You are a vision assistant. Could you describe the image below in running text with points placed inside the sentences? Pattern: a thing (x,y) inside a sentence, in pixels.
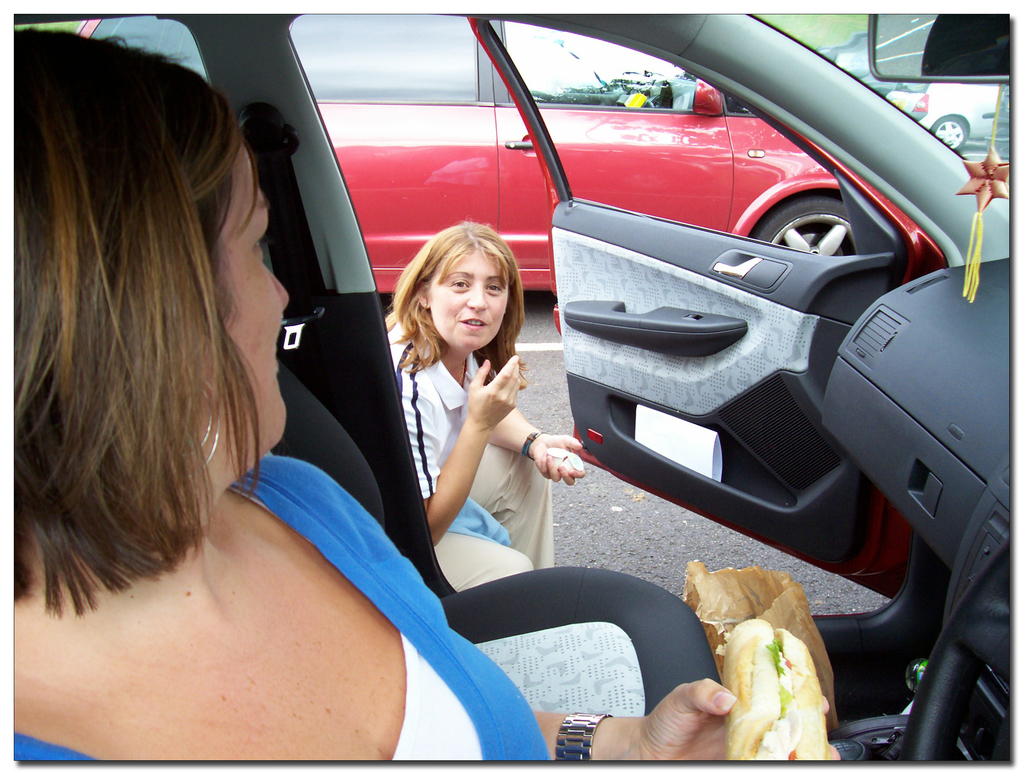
In this image in the left (259,627) there is a woman (374,674) sitting in the car (525,689) and holding food (774,704) in her hand (696,721) and the woman (459,449) in the center (462,407) is smiling and there is a car (504,149) which is red in colour in the background (753,127).
